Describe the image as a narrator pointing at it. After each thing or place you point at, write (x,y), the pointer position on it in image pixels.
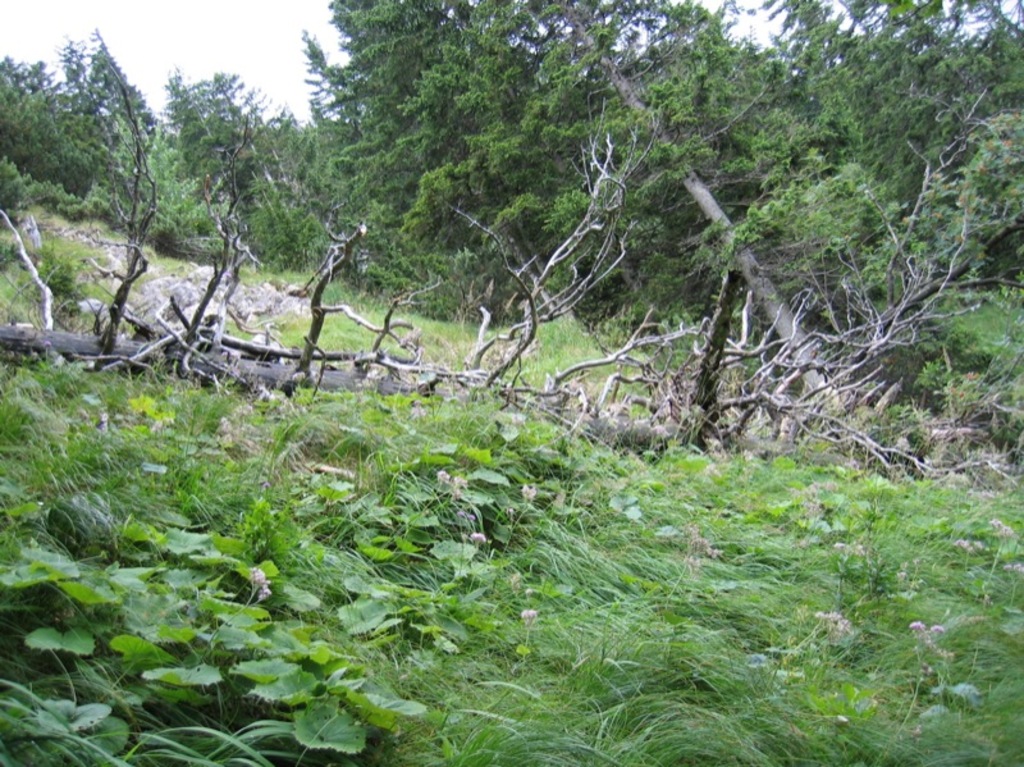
At the bottom of the picture (444,574), we see grass (469,646) and herbs (328,658). In the middle of the picture (354,386), we see a dry tree (217,370) which is fallen. In the background (346,208), there are trees (424,155). In the left top of the picture (194,42), we see the sky (224,42).
